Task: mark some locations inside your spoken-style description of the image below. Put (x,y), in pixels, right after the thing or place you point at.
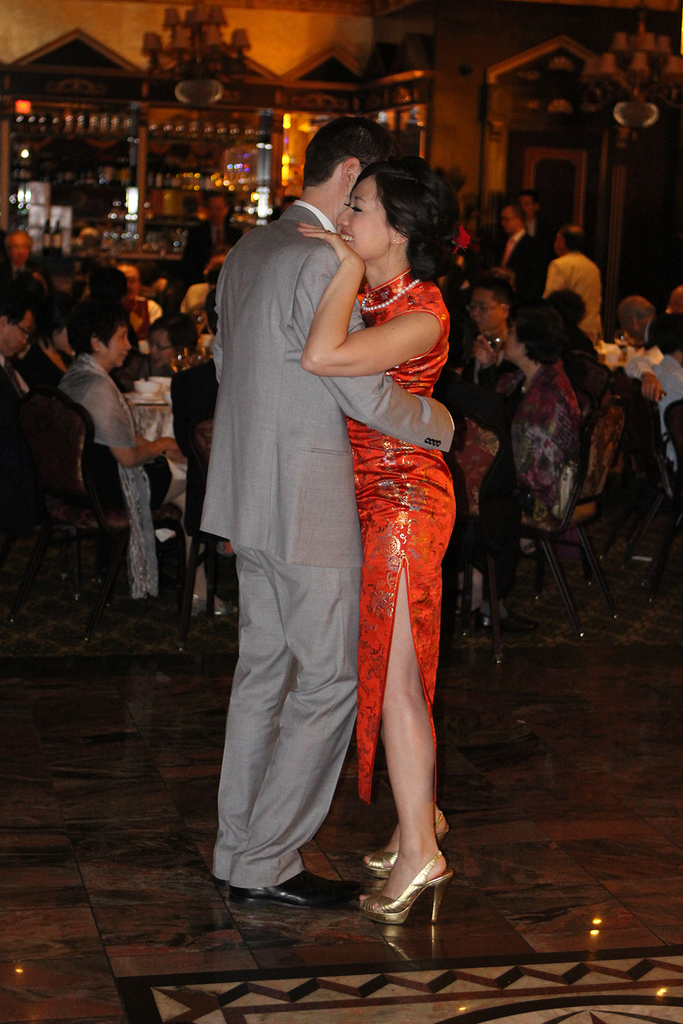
In the center of the image (252,583) there is a man (247,742) wearing a grey color suit (334,454) and a lady (427,206) wearing a red color dress (422,673). At the background of the image (1,435) there are many people (7,447) sitting on chairs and there is a wall (20,7).
